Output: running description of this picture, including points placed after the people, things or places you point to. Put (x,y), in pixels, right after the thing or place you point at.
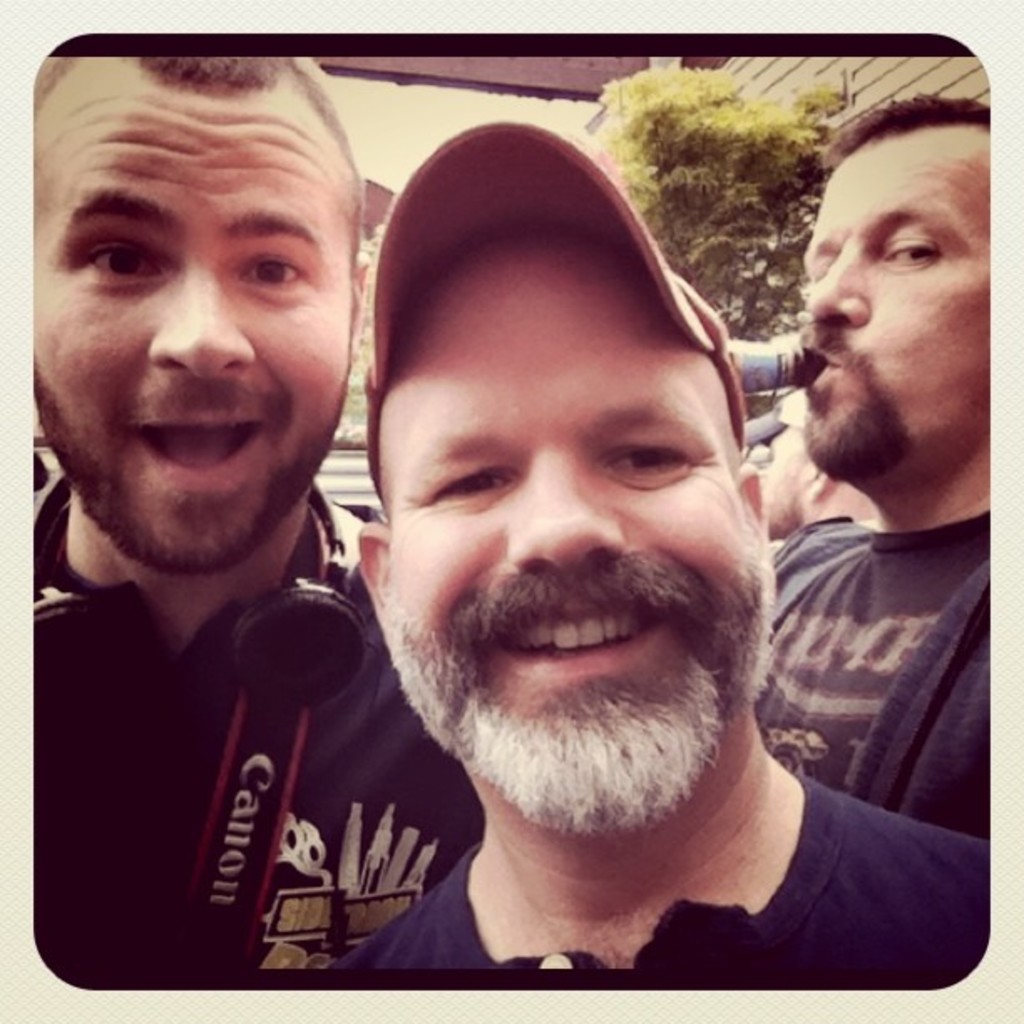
In the middle (551,409) a man (702,531) is looking at the camera and smiling, he wore a cap (649,279). On the right side (919,578) a man (884,602) is keeping the beer bottle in his mouth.
